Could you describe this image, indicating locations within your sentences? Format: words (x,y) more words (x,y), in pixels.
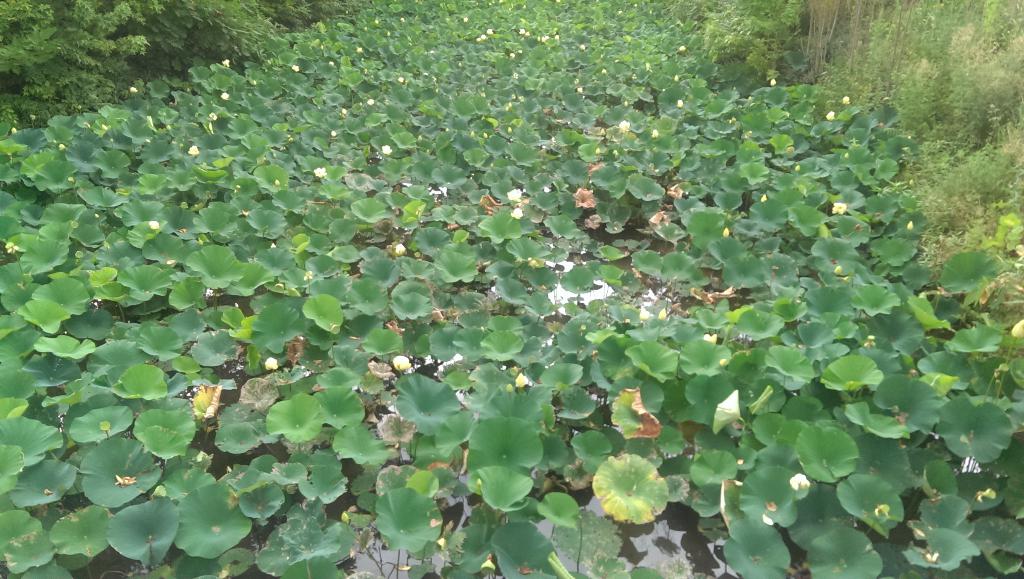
In the center of the image (541,244) there are water plants (293,213). To both sides of the image there are plants (858,90).
